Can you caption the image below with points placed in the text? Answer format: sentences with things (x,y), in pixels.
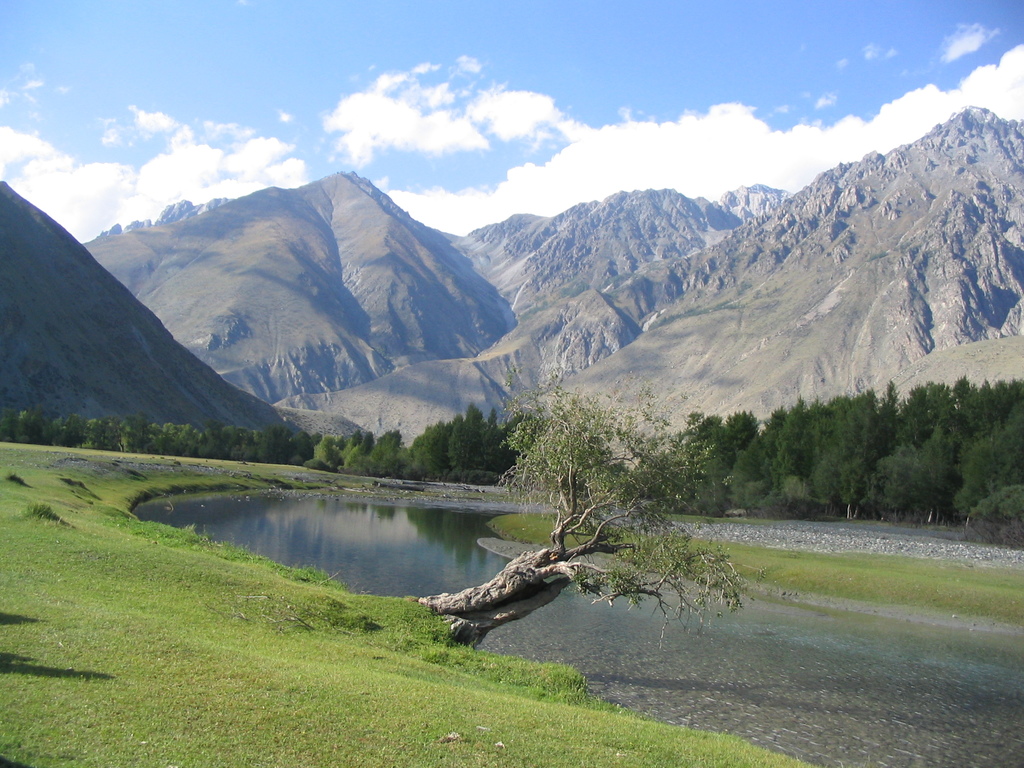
In the image we can see there are mountains (581,278), trees (854,406) and the grass (212,702). Here we can see the water (735,625) and the cloudy sky (468,118).
